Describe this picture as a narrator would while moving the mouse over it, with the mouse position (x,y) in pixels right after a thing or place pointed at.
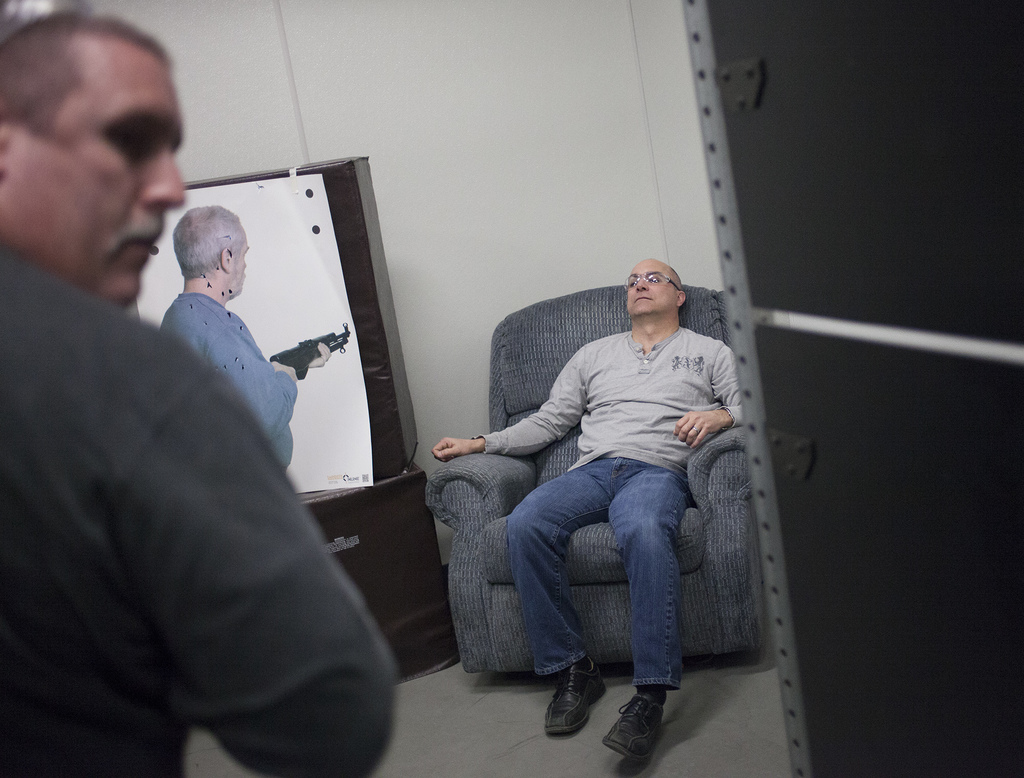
In this image i can see man (598,376) sitting on a couch (498,598), at the left (197,500) there is a man (172,450) standing, a man (219,350) on a poster (286,351) here is holding a gun (286,351), at the back ground (458,220) i can see a wall (531,160).
